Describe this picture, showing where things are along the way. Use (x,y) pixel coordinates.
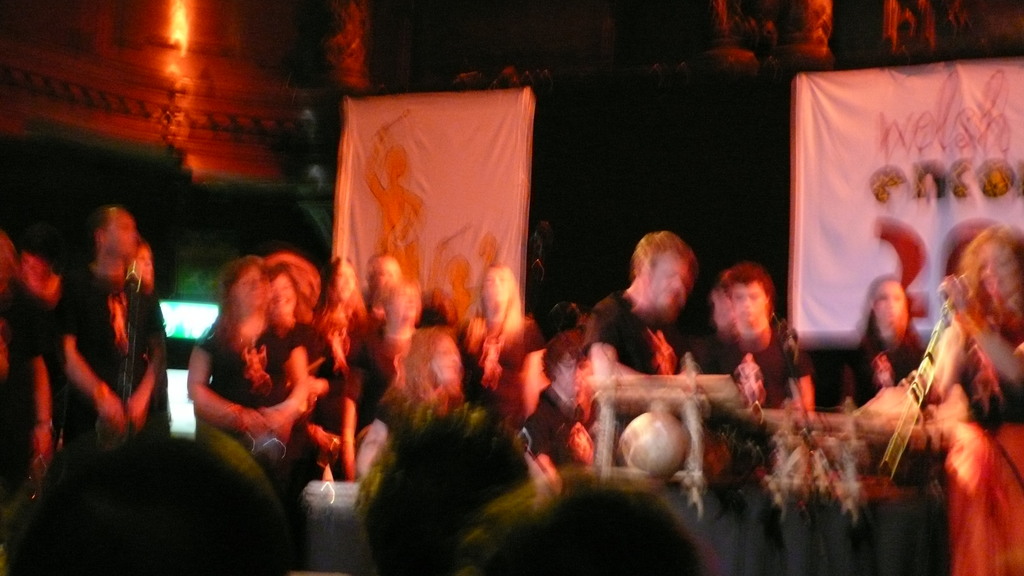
In the center of the image (677,284) we can see people (739,384) standing. There are musical instruments (665,473). We can see mics (132,296). In the background (456,206) there are boards (886,218). At the bottom (172,486) we can see crowd (572,513).
